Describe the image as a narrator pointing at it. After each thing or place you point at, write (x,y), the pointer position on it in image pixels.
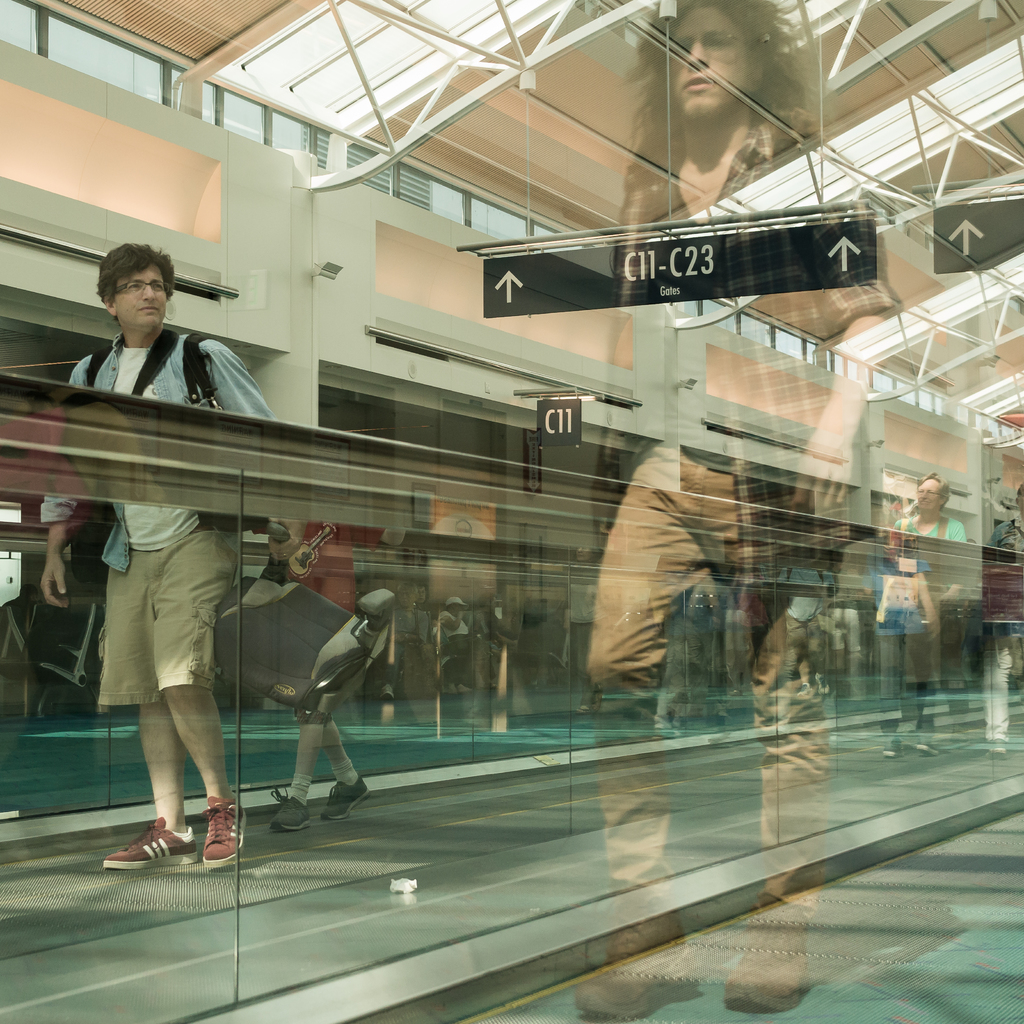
In this image I can see the person (175,584) and the person (166,569) is wearing blue, white and brown color dress (159,396). In front (615,794) I can see the glass wall (568,527). In the background (178,185) the wall (334,229) is in white color.
